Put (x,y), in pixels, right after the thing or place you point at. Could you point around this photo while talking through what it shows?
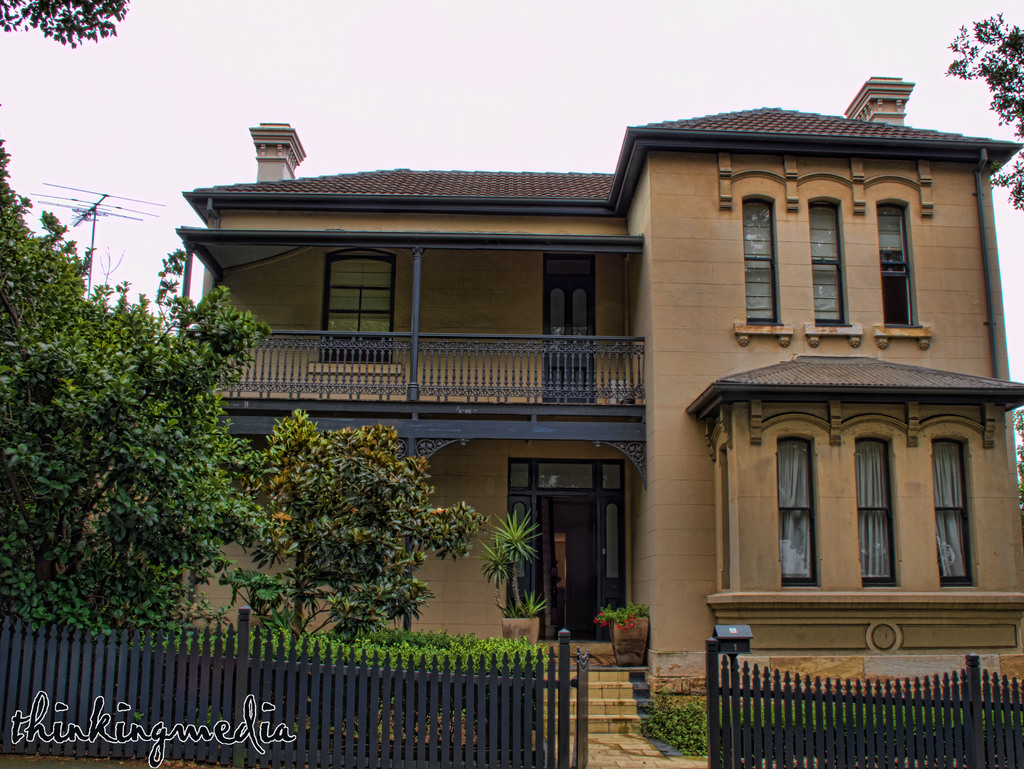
In this image, we can see a building (716,490), walls (716,490), glass windows (961,477), doors (582,591), stairs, railings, trees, plants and poles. At the bottom (786,759), we can see fences (410,733). Background (530,64) there is the sky (669,51). On the left side (259,746) bottom corner, there is a watermark (209,731) in the image.
